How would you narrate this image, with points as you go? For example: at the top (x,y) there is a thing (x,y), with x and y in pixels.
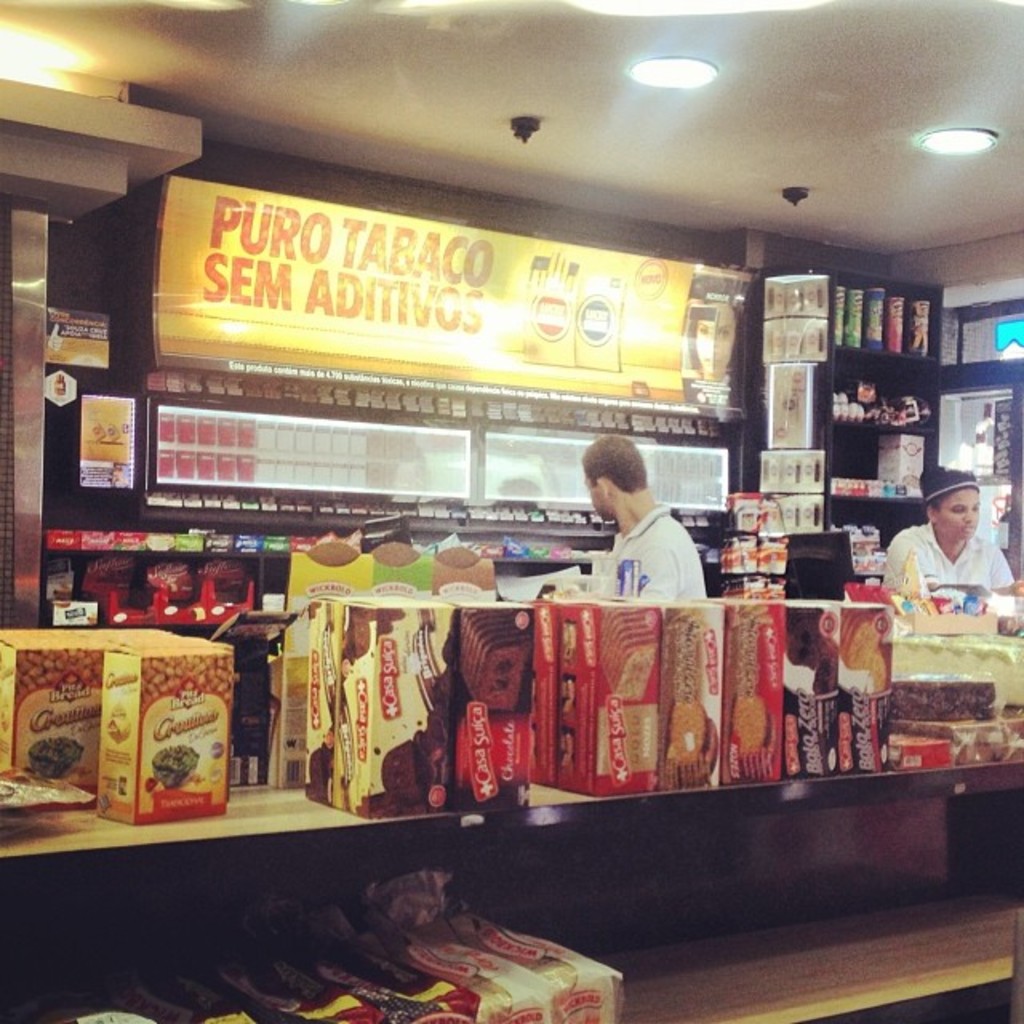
In this image I can see few cardboard boxes (245,742) on the table (925,872) and the boxes (513,714) are in multi color. Background (616,487) I can see two persons (627,493) standing and I can also see the board (598,357) attached to the wall (120,350) and I can also see few lights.
